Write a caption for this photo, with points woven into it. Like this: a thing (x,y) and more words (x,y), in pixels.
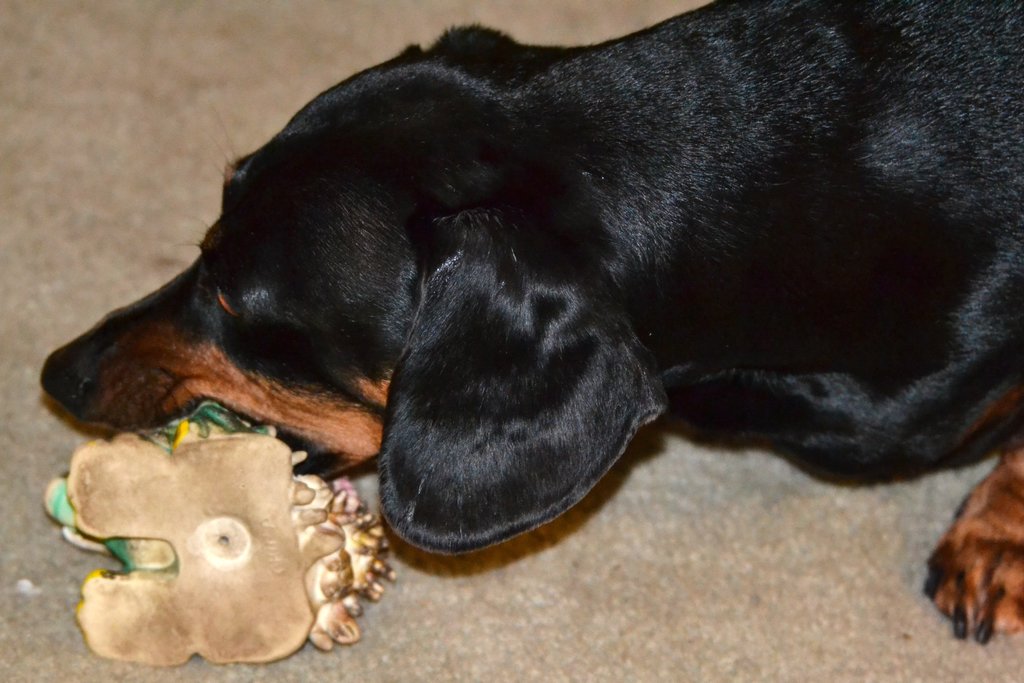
In this image we can see there is the dog (618,220) biting an object (307,528) on the ground (152,59).
